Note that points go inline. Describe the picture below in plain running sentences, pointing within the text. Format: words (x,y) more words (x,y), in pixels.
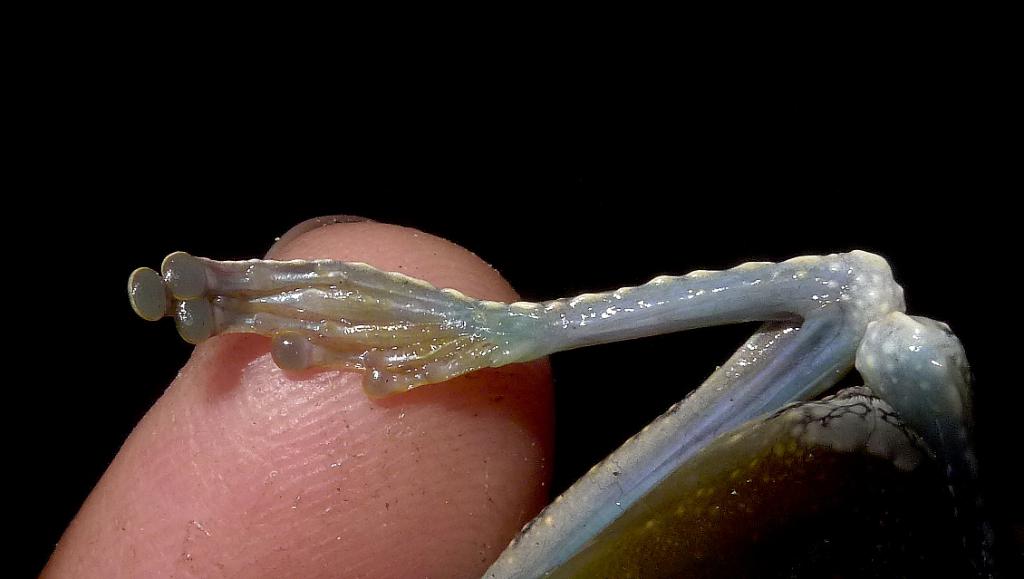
In this image in the center (439,385) there is one person's finger (236,566) is visible, and on the right side (713,450) there is one frog (727,384).
